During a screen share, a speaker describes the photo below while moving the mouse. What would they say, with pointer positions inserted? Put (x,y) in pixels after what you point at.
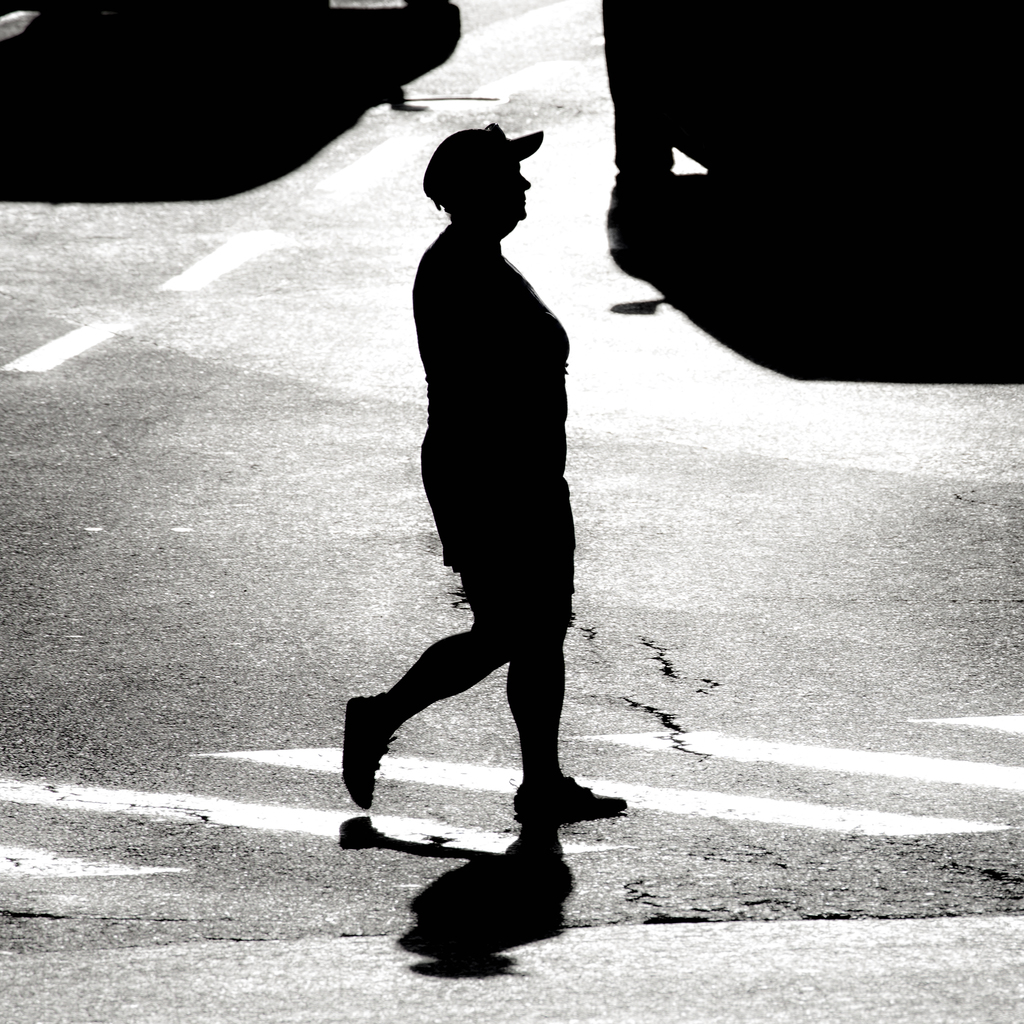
In this image I can see a person (369,750) walking, background (731,50) I can see few vehicle (714,50) and the image is in black and white.
